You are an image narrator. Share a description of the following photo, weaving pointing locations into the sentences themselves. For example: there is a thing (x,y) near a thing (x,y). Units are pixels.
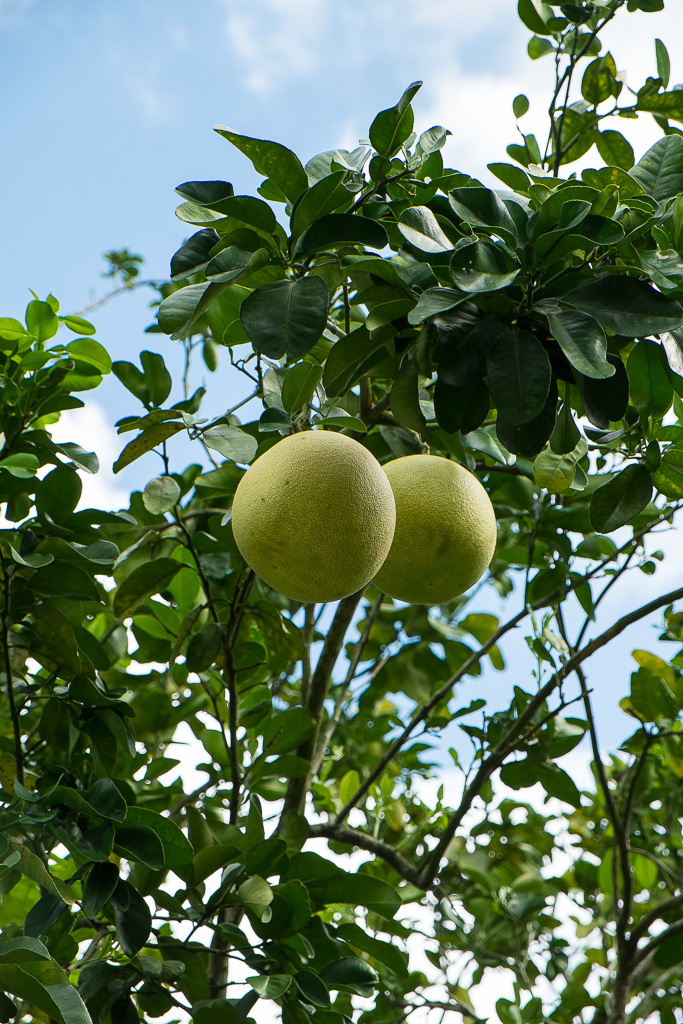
In front of the image there are fruits (384,473) on the tree (356,339). In the background of the image (203,58) there is sky (200,50).
